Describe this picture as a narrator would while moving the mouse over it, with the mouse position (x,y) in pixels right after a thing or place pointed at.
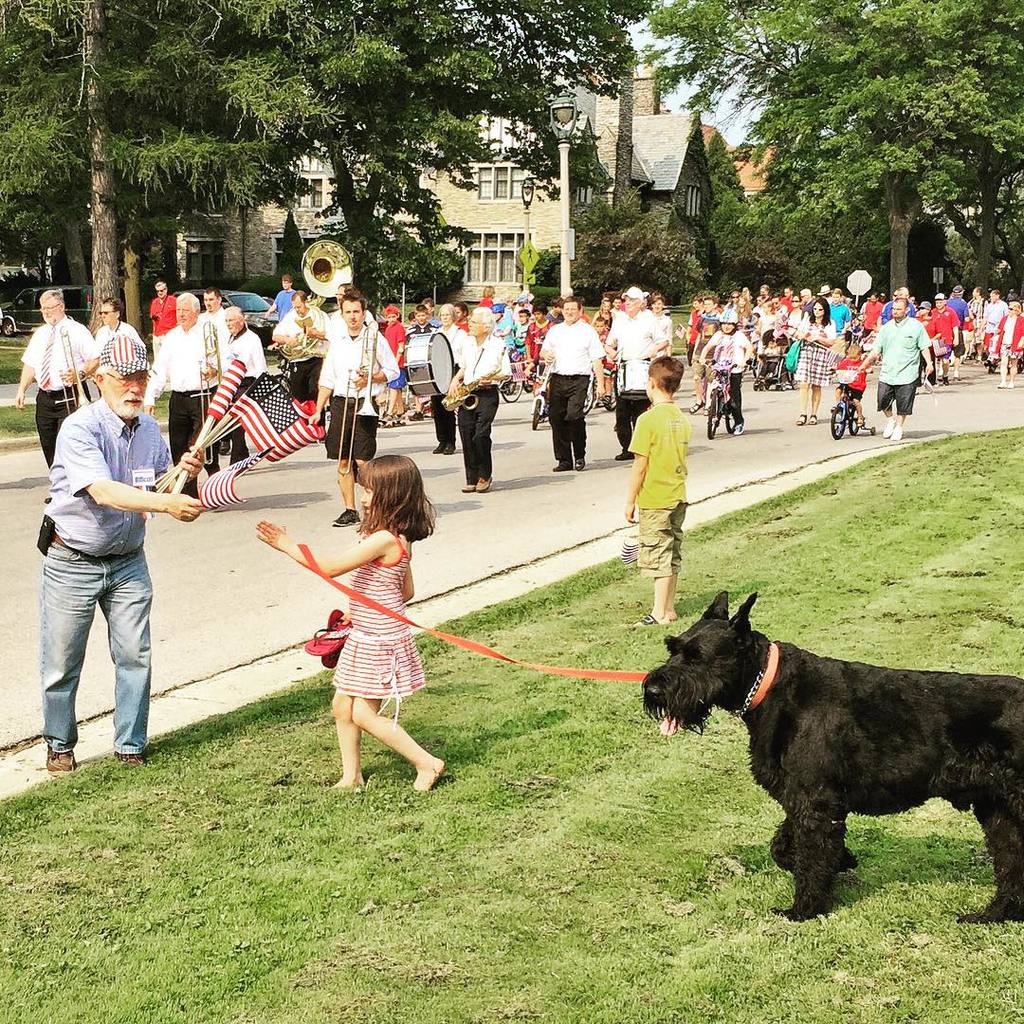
At the bottom of the image (484,834) on the ground (484,834) there is grass (392,848). And also there is a girl (368,557), boy (675,513) and dog (763,655) are standing. In front of the girl (340,554) there is a man (139,450) with cap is standing and holding flags (255,397) in his hands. Behind him on the road (446,574) there are few people (591,347) with white dresses (349,354) are standing and holding musical instruments (330,278) in their hands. Behind them there are kids (844,361) on the bicycles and also there are many people (919,316) standing. In the background (894,147) there are trees (822,82), poles (528,193) with lamps (560,140) and buildings (546,235) with walls (606,123), windows (509,182) and roofs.
